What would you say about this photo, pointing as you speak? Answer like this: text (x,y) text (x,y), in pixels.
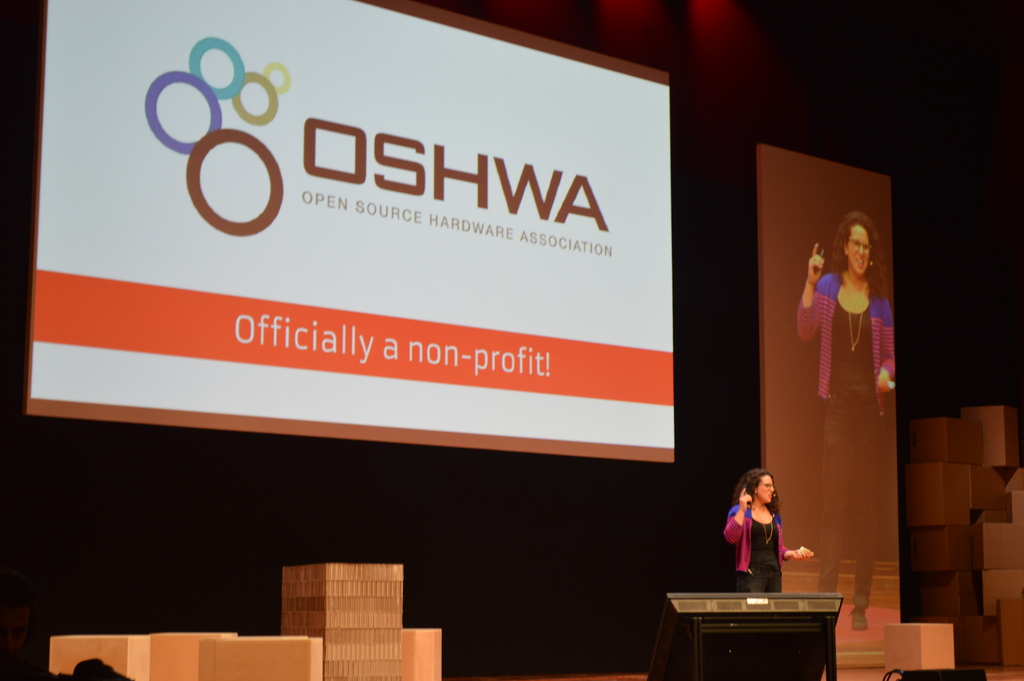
In this image there is one woman (762,548) standing and talking, and in the background (219,227) there are screens (779,354) and some boxes (955,529). At the bottom (312,652) there are some boxes (289,653) and objects (370,623), and there is a black background (1020,303).
